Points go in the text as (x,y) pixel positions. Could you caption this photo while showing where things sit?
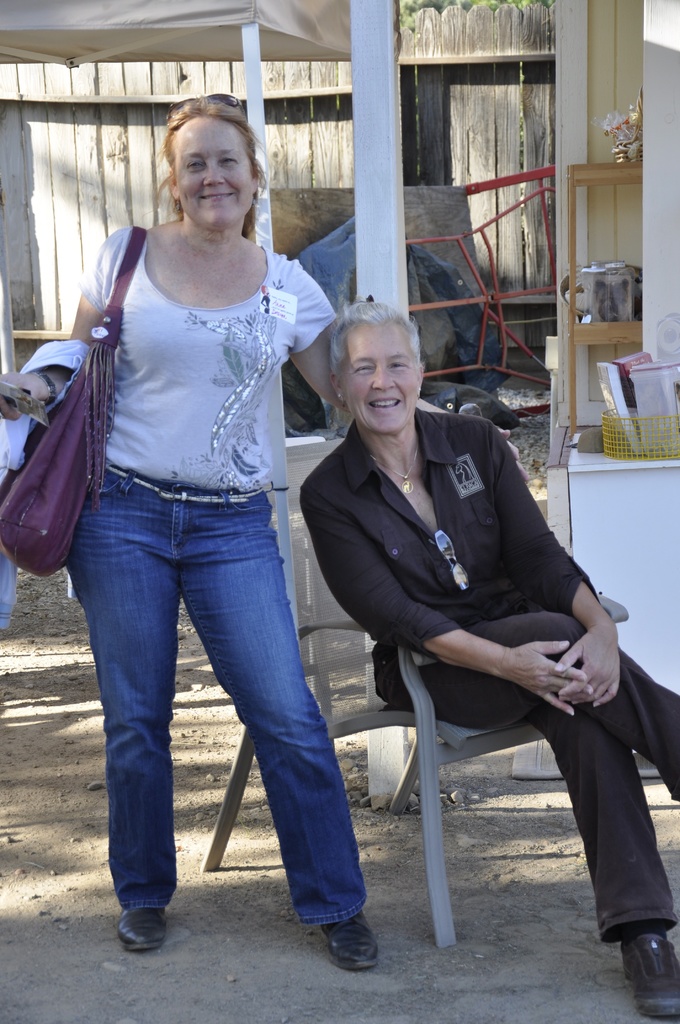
In this image there is two women (324,475) and in the background (83,222) there is a tent (203,41), wooden wall (509,138) and some objects (624,144). On the right side (611,513) there is one table (621,472), on the table (621,472) there is one basket (631,425). In that basket (615,432) there are some objects (612,395), and at the bottom (212,889) there is sand (241,864).
